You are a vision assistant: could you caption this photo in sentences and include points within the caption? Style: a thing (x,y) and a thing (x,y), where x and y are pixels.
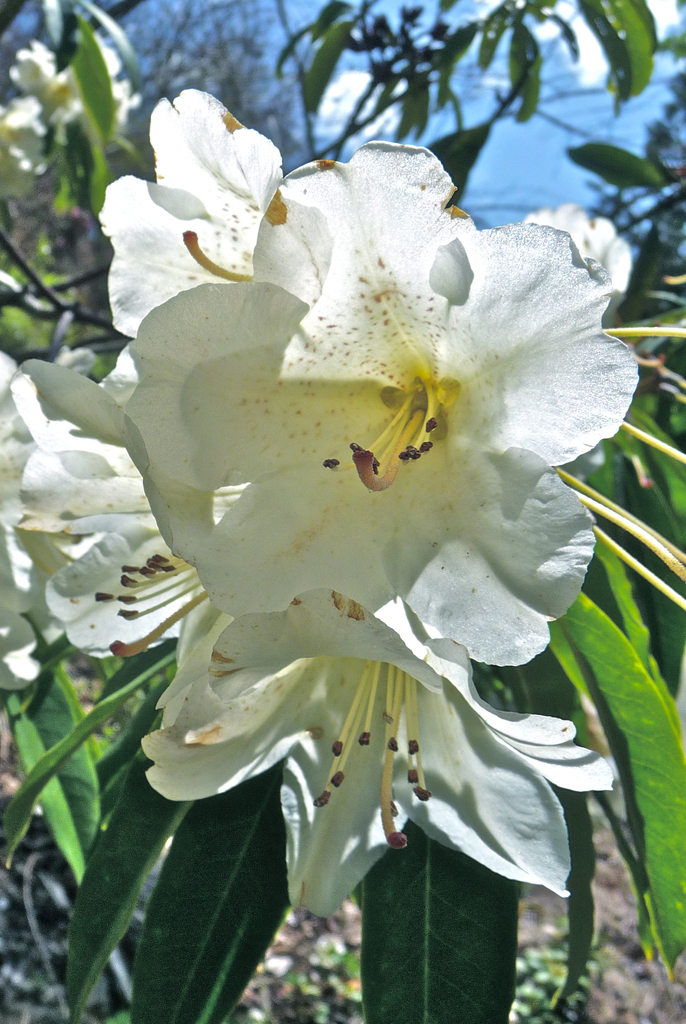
In this image, I can see the flowers (232,402), which are white in color. These are the leaves (430,947).
